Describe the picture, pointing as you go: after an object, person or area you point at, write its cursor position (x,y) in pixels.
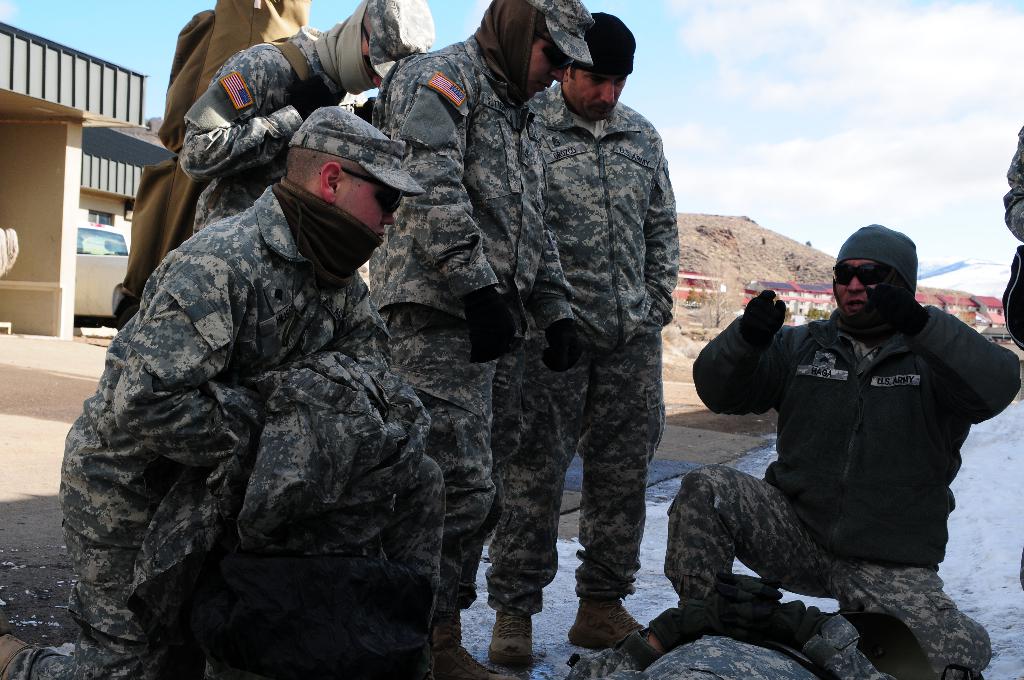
In this image we can see some army officers (683,521) sitting and some are standing and in the background of the image (736,228) there are some houses (61,237), mountain (761,246) and top of the image (814,75) there is cloudy sky (814,84).
